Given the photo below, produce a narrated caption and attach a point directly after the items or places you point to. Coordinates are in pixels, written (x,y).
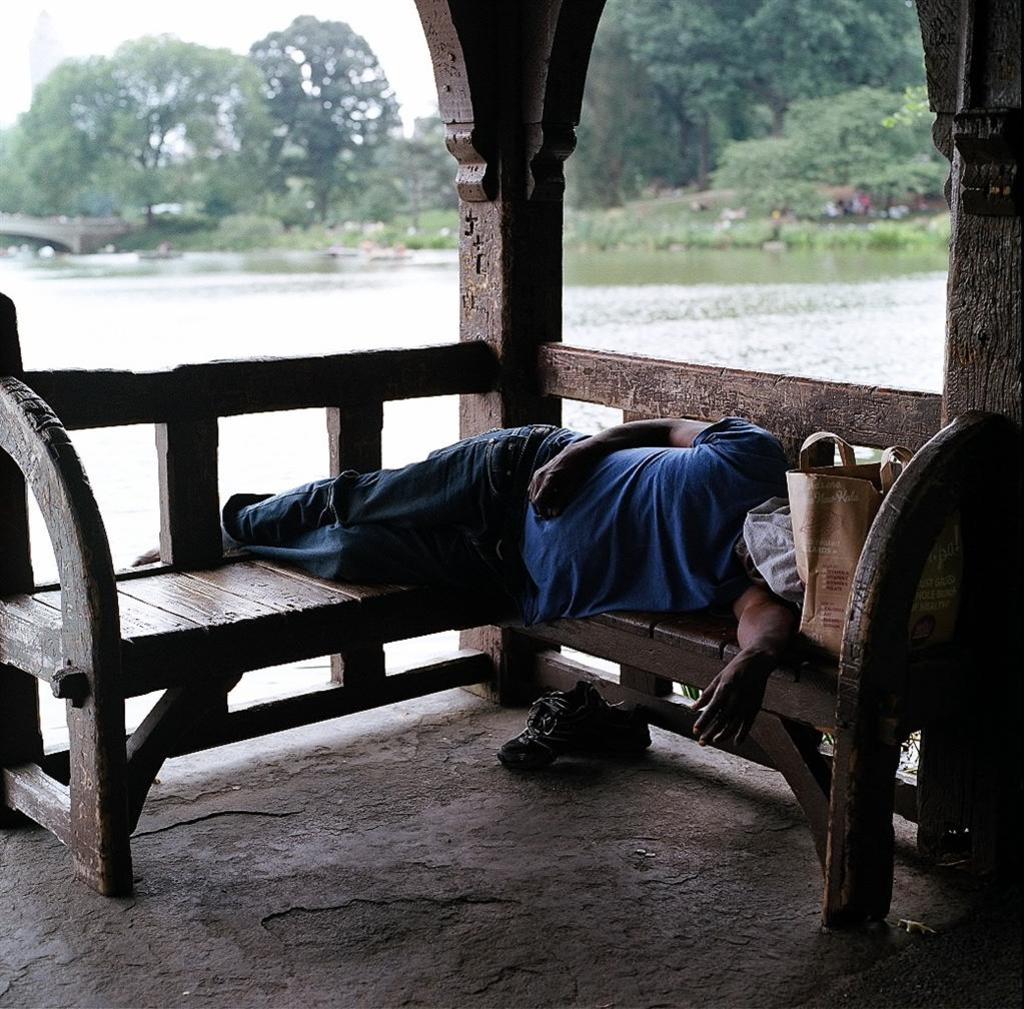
I can see a man (421,574) sleeping on the bench (641,613). this is the bag (854,548) placed on the bench (832,695). These are the shoes (523,749) which are under the bench (602,624). At background (231,335) I can see trees (411,169) and water (324,307) which looks like river (743,300). This looks like a bridge (84,227).
